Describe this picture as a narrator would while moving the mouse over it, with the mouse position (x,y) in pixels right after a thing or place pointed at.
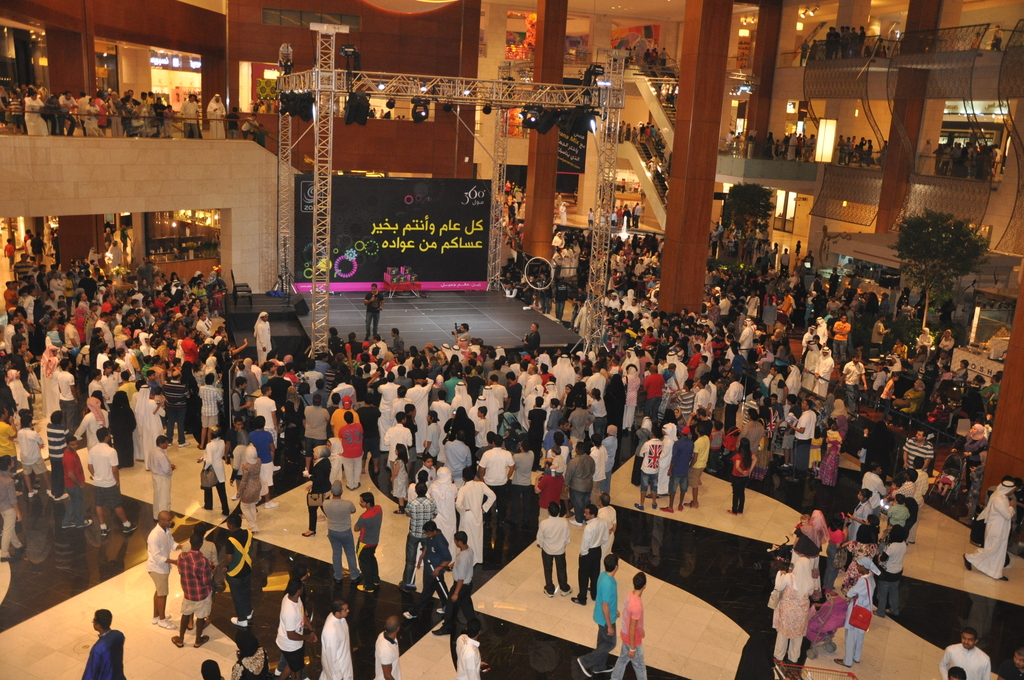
Here in this picture it looks like a mall (741,271) in which an event is being organized at the centre stage (412,252). Many people (407,354) are watching it.
